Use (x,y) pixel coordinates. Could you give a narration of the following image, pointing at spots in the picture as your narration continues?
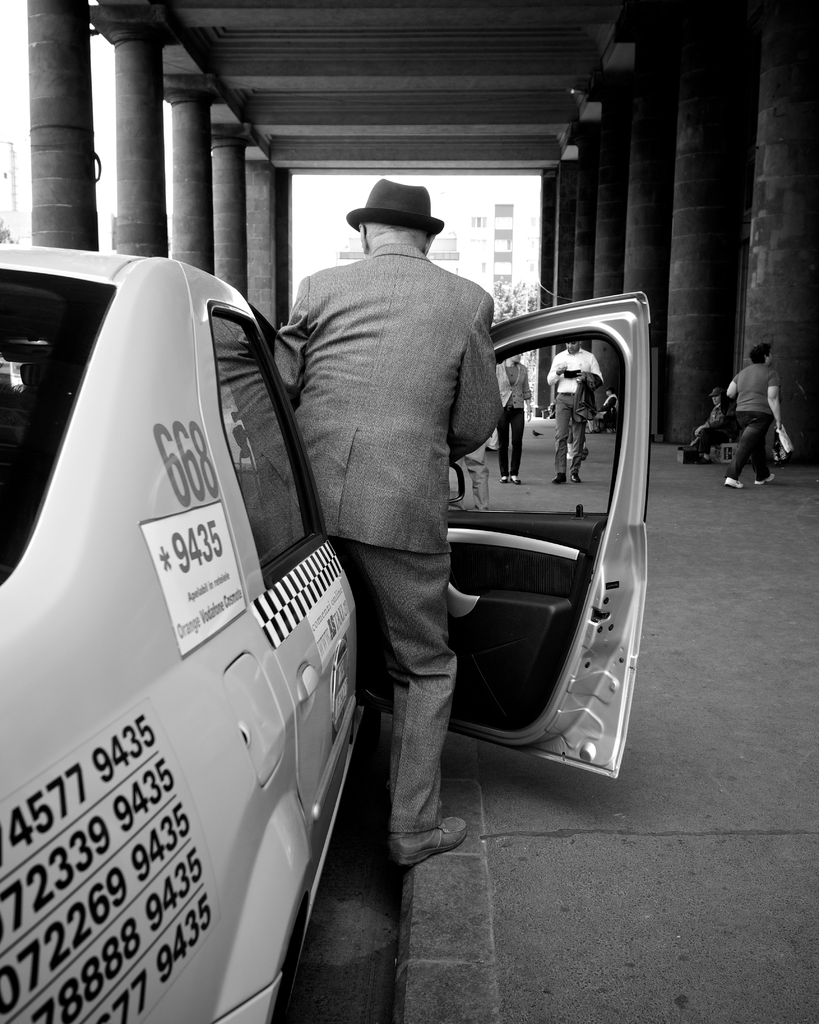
On the background (231,209) there is pillars (232,194) and building (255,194). He is getting in the car (95,365) and his one leg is outside of the car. He is wearing hat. The center of the person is walking and holding like coat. The right side person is walking and holding like a bag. Another person (707,451) is sitting. The car (474,650) has a some numbers (136,743).
